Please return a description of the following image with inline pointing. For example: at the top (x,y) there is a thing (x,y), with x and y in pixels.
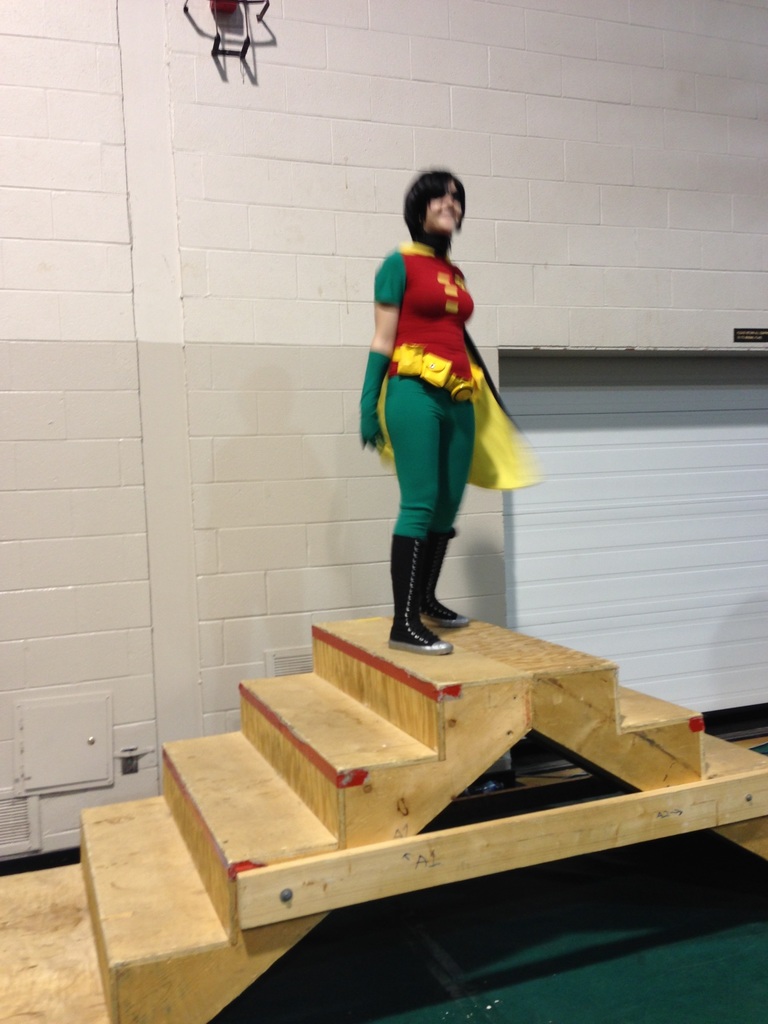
In the picture we can see some steps (331,750) which are prepared with wood (614,829) and on top of it, we can see a woman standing and she is in different costumes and behind her we can see a wall (48,38).
